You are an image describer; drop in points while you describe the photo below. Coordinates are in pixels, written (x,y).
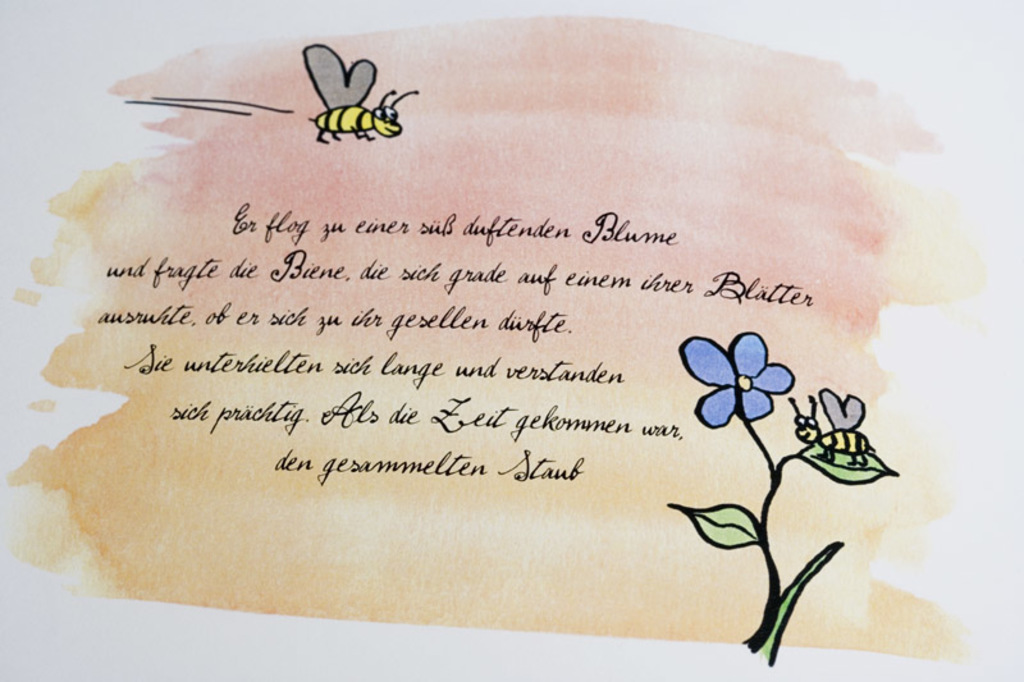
In this picture, it looks like a paper (780,656) and on the paper (707,512) there are drawings (743,398) of insects (798,413), a flower (735,383) and leaves (721,512). On the paper (284,353) it is written something.
